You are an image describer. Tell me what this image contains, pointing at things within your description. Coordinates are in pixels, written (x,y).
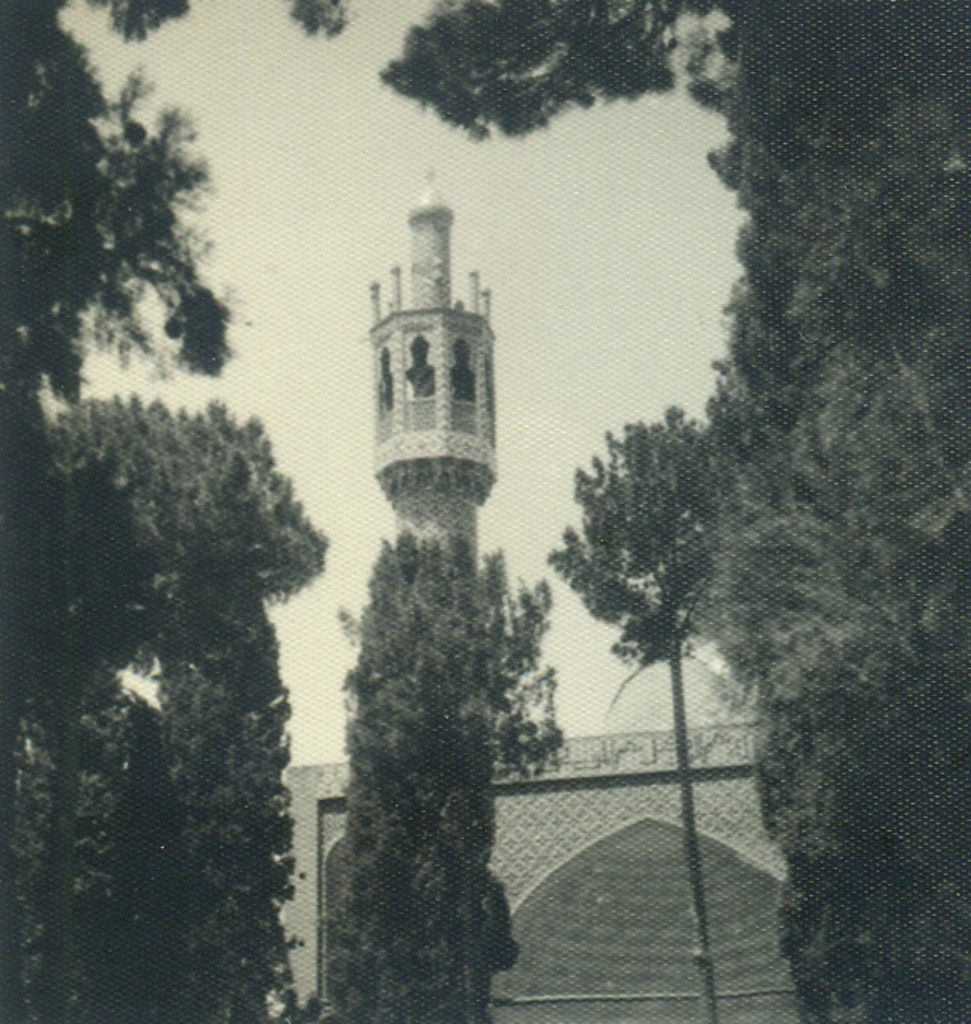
This is a black and white image and here we can see trees (431,746), a pole (696,868), a building (741,884) and there is a tower (419,371).
